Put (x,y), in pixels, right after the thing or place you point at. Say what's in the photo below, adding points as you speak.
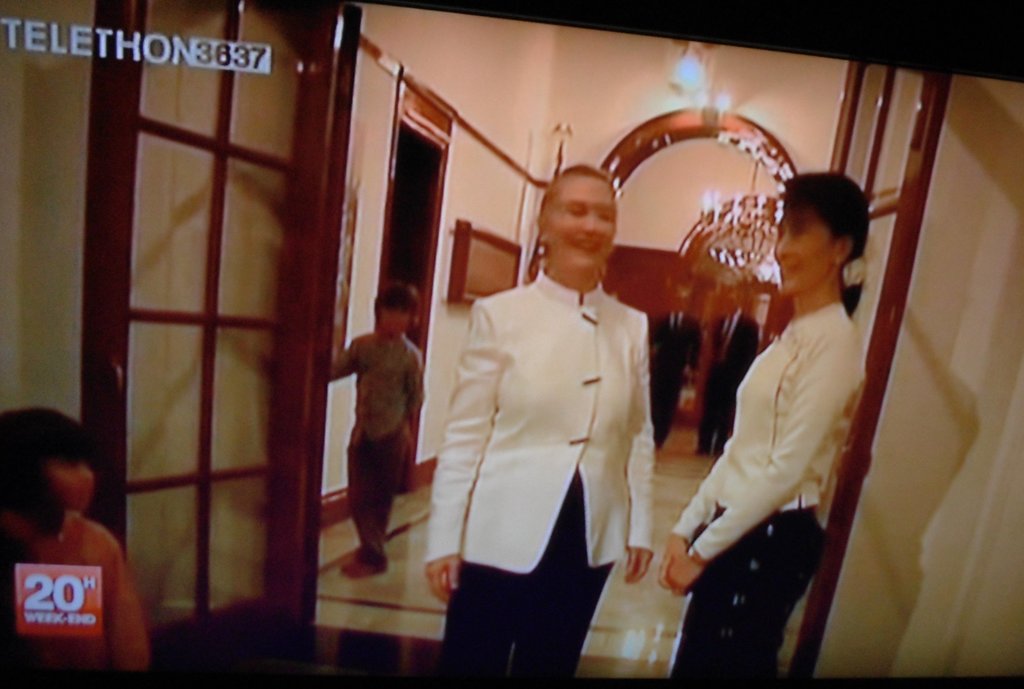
In this image in the center (530,331) there are two woman (802,279) who are standing and in the background (926,484) there is a building (708,334) and some people (676,334) are walking. On the left side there is one person (367,393) and one girl (53,545) and also in the center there is a gate (860,482) and a wall (897,467). In the background (705,192) there is a wall (712,162) and some lights (721,237).
